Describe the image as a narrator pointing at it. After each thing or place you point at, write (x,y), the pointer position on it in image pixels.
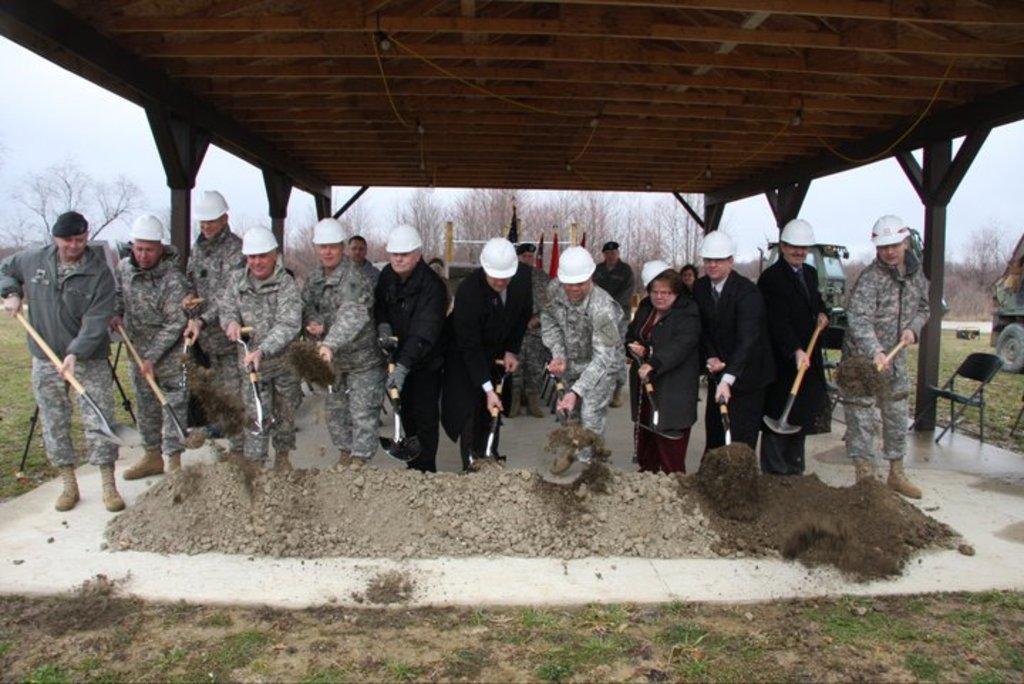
In this image there are a few people (611,339) standing beneath the shed (475,116) and they are holding objects (783,421) in their hand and digging the sand (530,496), behind them there are flags (557,231) and trees (697,238). On the right side of the image (963,395) there is a chair (971,370) and vehicles (1010,276). In the background (836,225) there is the sky (747,227).
